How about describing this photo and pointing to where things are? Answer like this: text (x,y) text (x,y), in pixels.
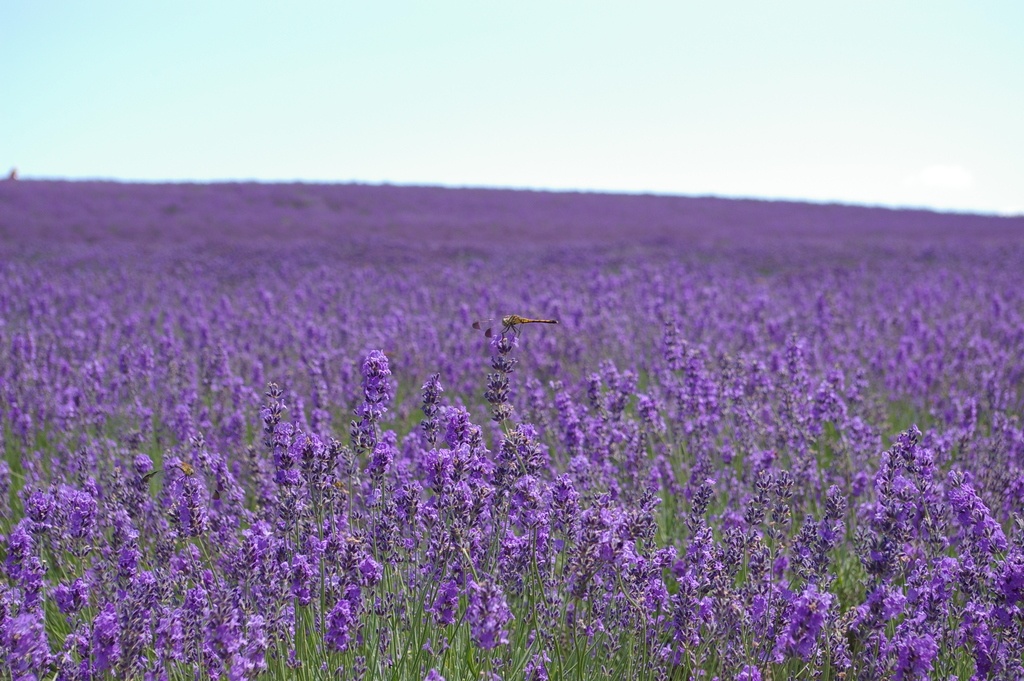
In this image, in the middle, we can see a dragonfly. In the background (605,367), we can see some plants (579,305) with flowers (273,324). At the top (503,63), we can see a sky (639,95).
